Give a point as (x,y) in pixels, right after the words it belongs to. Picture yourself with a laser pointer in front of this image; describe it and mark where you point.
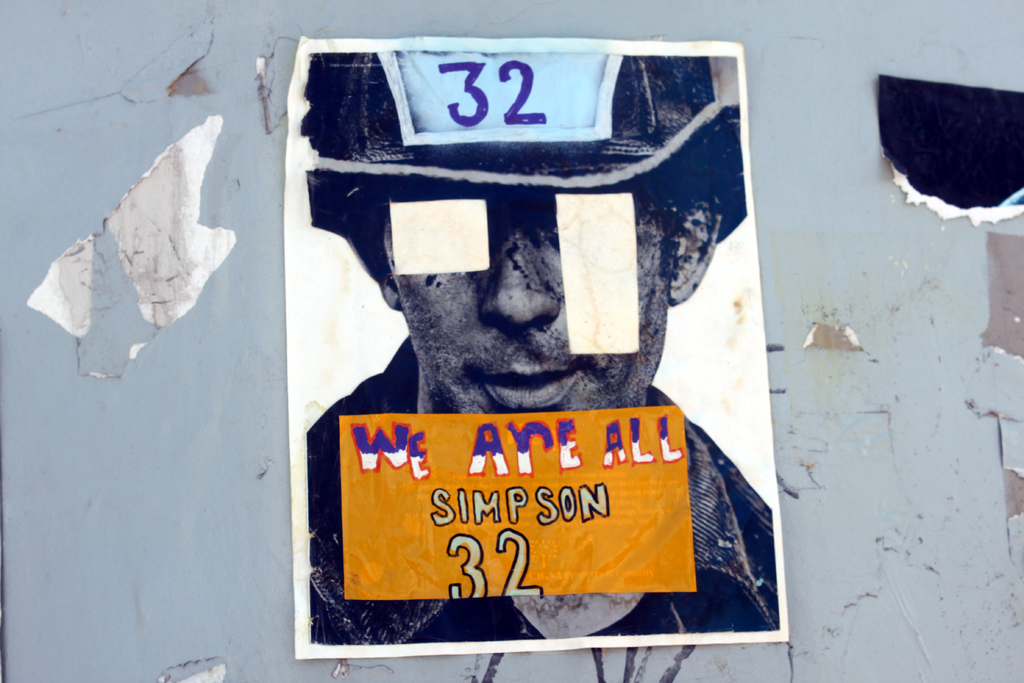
In this picture, we see a poster (425,276) of the man (472,318) wearing a black jacket (728,512) and a black hat (570,141). At the bottom of the poster (523,466), it is in orange color and we see some text (523,466) written on it. At the top of the poster (481,106), we see numbers (519,67) written in blue color. This poster (495,155) is pasted on the wall (201,441). On the right side (922,186), we see a black poster (925,153) pasted on the wall (60,493).
